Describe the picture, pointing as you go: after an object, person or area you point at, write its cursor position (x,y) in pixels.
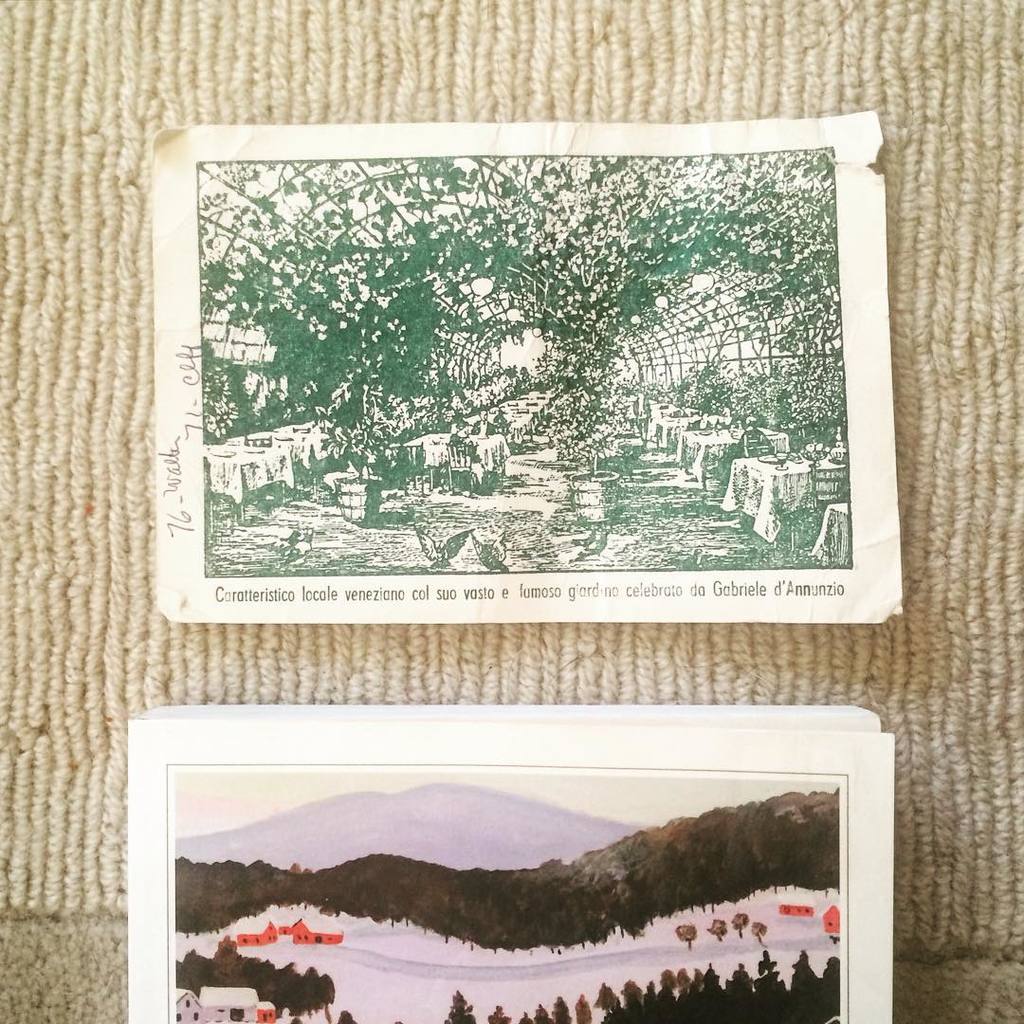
In this image I can see two photos (390,597) on the cloth (308,642). In these photos (393,892) I can see mountains (579,886), house (271,1019), trees (683,976), the sky (652,805), tables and other objects (487,557). The photo (395,400) on the above is green and white in color and something written on it.
